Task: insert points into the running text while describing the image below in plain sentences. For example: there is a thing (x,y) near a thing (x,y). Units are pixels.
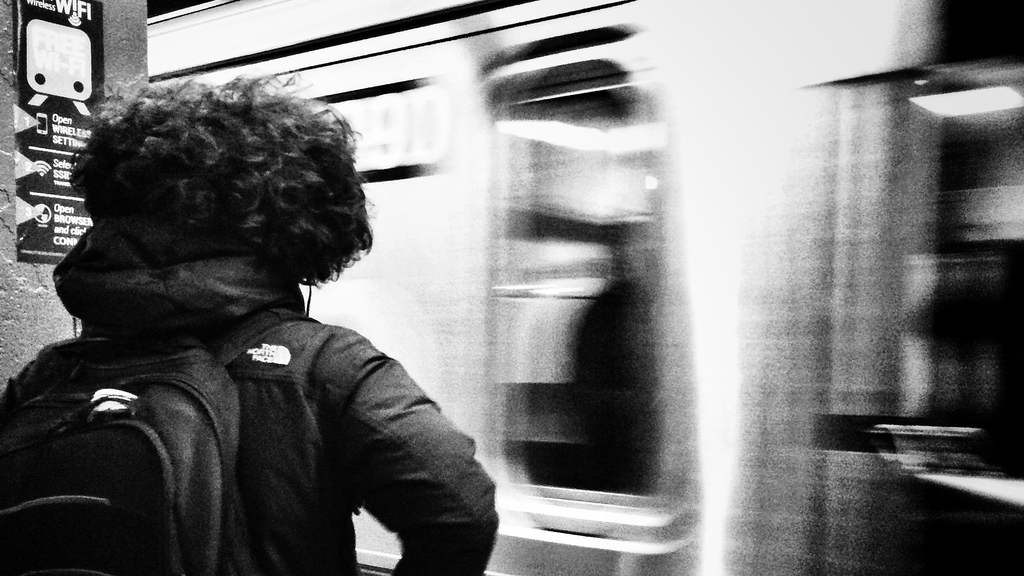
In this image I can see on the left side (241,338) a man (326,434) is there, he wore coat (299,424), bag (234,444). On the right side (863,181) it looks like a train (610,251) is moving.
